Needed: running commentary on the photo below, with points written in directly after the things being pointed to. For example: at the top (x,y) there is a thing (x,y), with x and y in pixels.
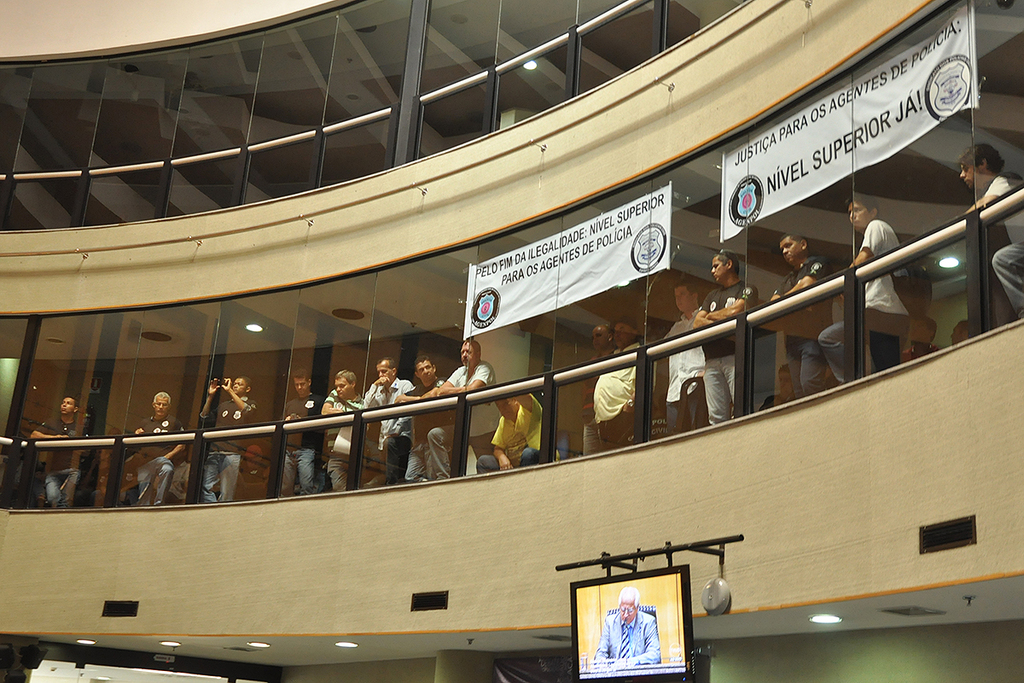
In this image we can see a building (934,389). Bottom of the image (675,578) TV screen (659,614) is present and from the building (928,261) people (163,422) are standing and watching outside and two banners (664,215) are attached to the glass (945,256) of the building (928,429).
